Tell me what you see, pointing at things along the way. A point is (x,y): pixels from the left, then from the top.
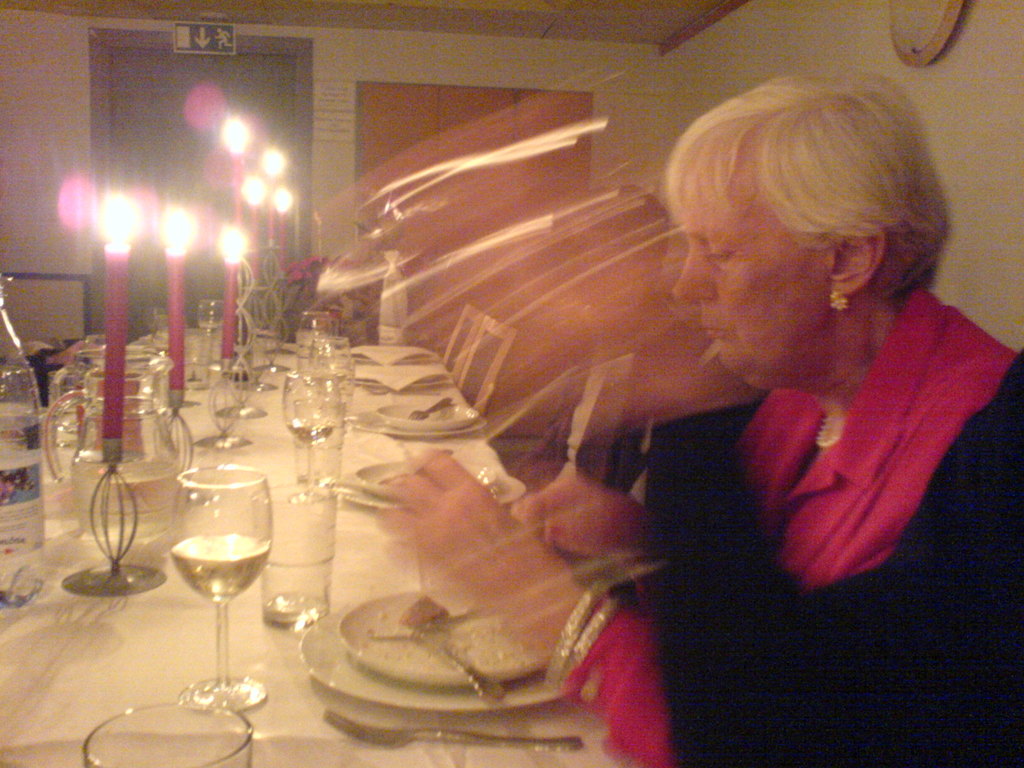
In the picture we can see an old woman (748,503) sitting near the long table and on the table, we can see plates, glasses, spoons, and glasses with wine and candle stands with candles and light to it and in the background (1014,234), we can see the wall (980,157) with the door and the window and beside we can see a part of the clock (916,10) to the wall (972,140).
